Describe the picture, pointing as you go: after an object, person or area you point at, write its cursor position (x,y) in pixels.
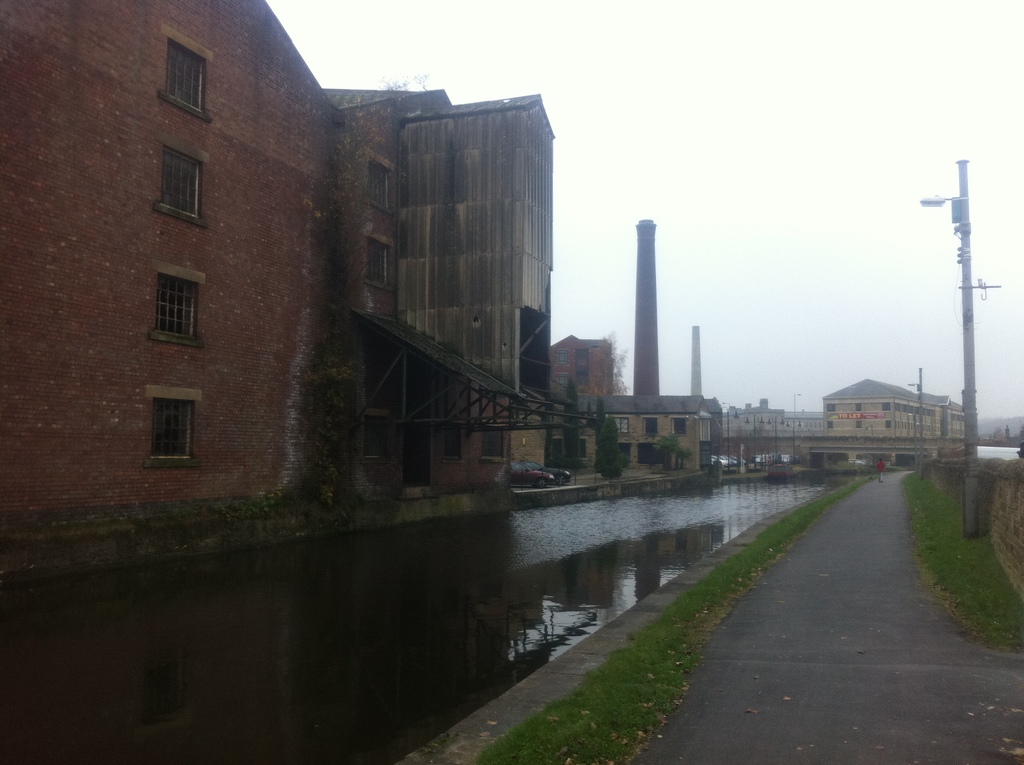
To the left side of the image (5,299) there are buildings (355,398). In the center of the image (640,499) there is water (523,644). To the right side of the image (823,607) there is road (899,512). There is a pole (973,411). In the background of the image (852,405) there are buildings (849,386) and sky (801,346).
